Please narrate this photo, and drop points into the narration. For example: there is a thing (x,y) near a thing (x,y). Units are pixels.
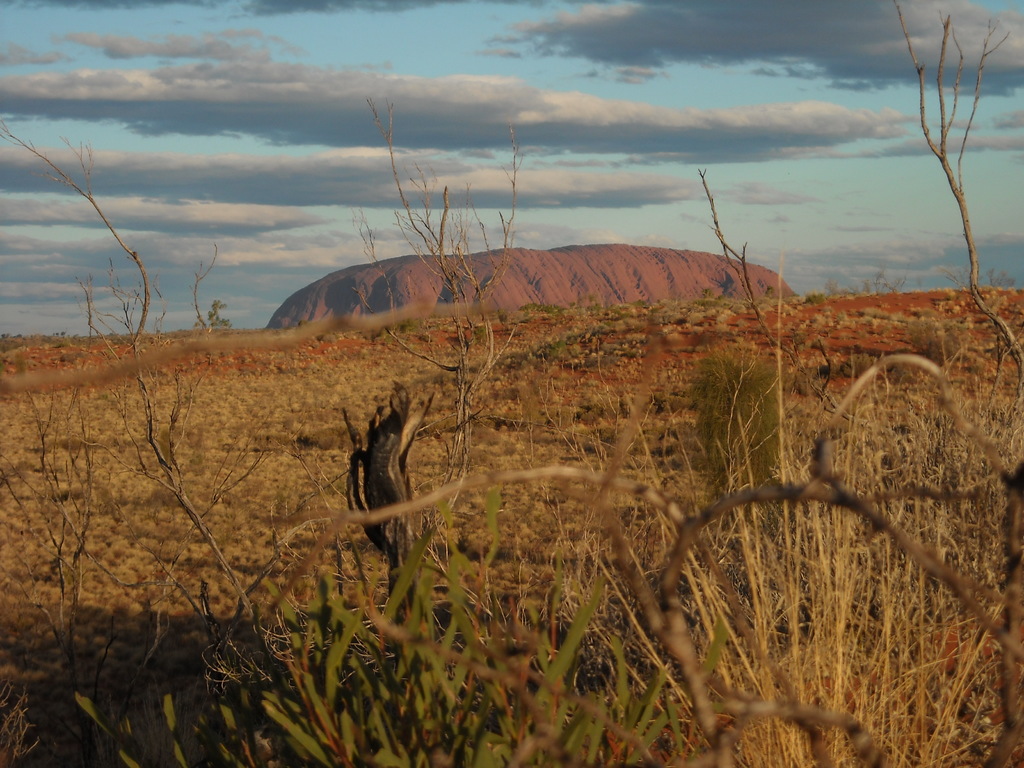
This picture is clicked outside. In the foreground (503,652) we can see the grass (565,518) and dry stems (846,403). In the background (507,226) we can see the sky (672,92) which is full of clouds (475,194) and we can see the rock (533,275) and some other objects (719,425).
